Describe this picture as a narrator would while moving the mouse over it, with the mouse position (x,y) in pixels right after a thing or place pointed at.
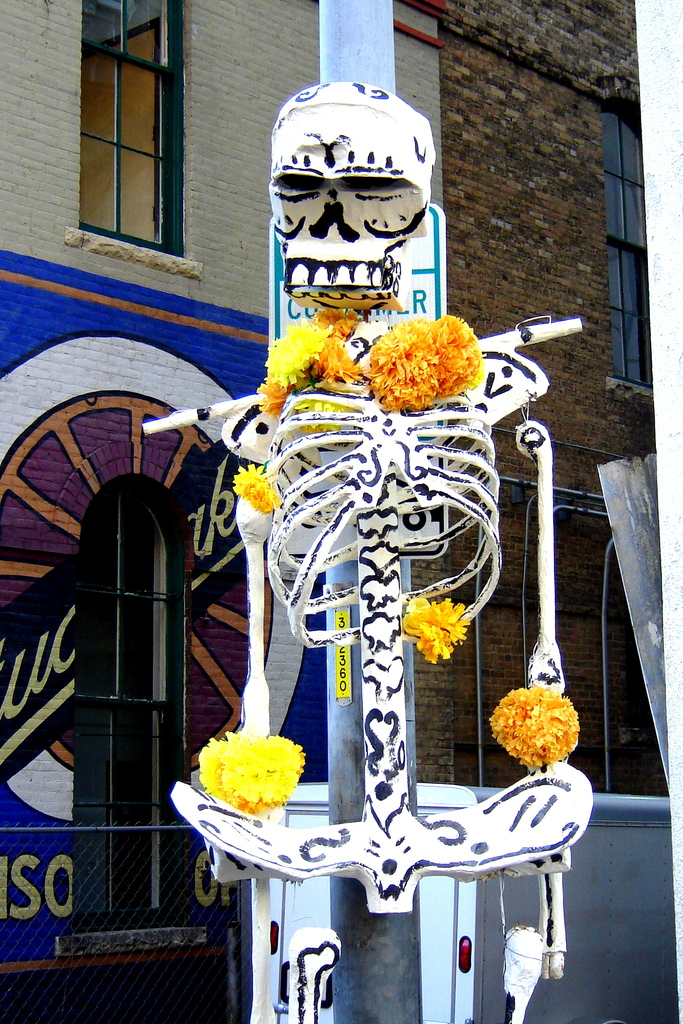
In this picture we can see a skeleton (381,909) with flowers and in the background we can see a building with windows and pole (377,920).
